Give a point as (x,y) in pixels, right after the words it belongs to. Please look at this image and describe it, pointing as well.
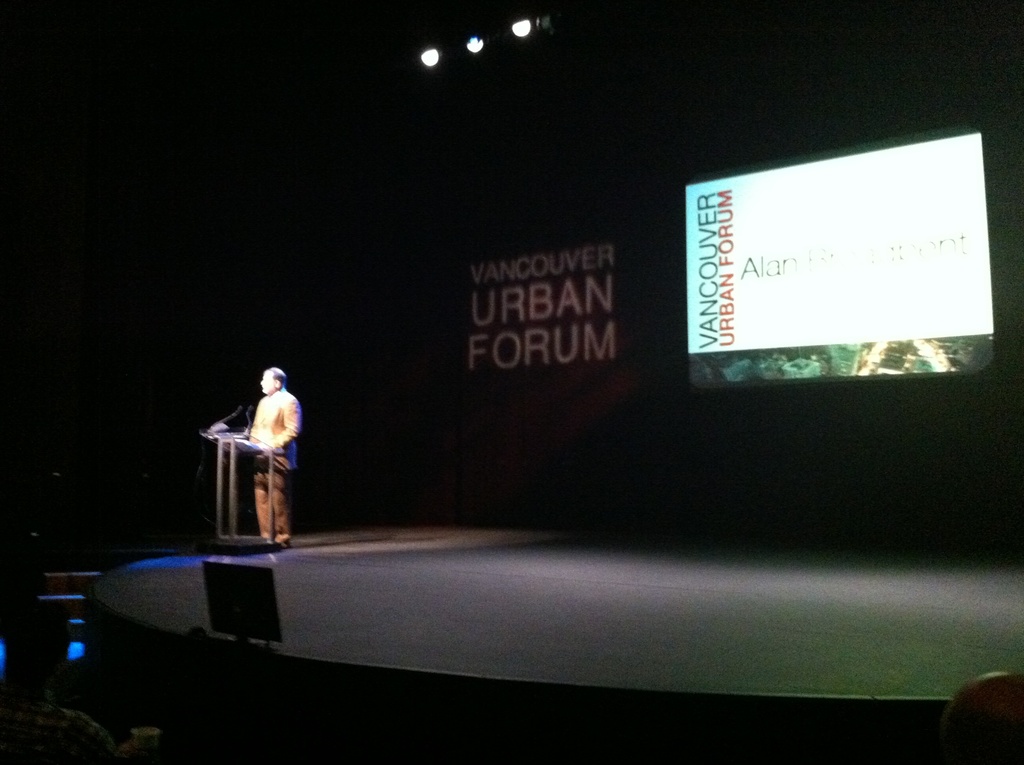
In this image there is a person (267,432) standing on the dais (287,574) is speaking in front of a mic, behind the person (292,440) there is a screen (718,260) and a banner (590,304), at the top of the image (511,35) there are three focus lights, in front of the person (279,426) there is a monitor (224,580) on the stage (277,591) and there are a few other people (63,709) in front of the stage (293,631).
